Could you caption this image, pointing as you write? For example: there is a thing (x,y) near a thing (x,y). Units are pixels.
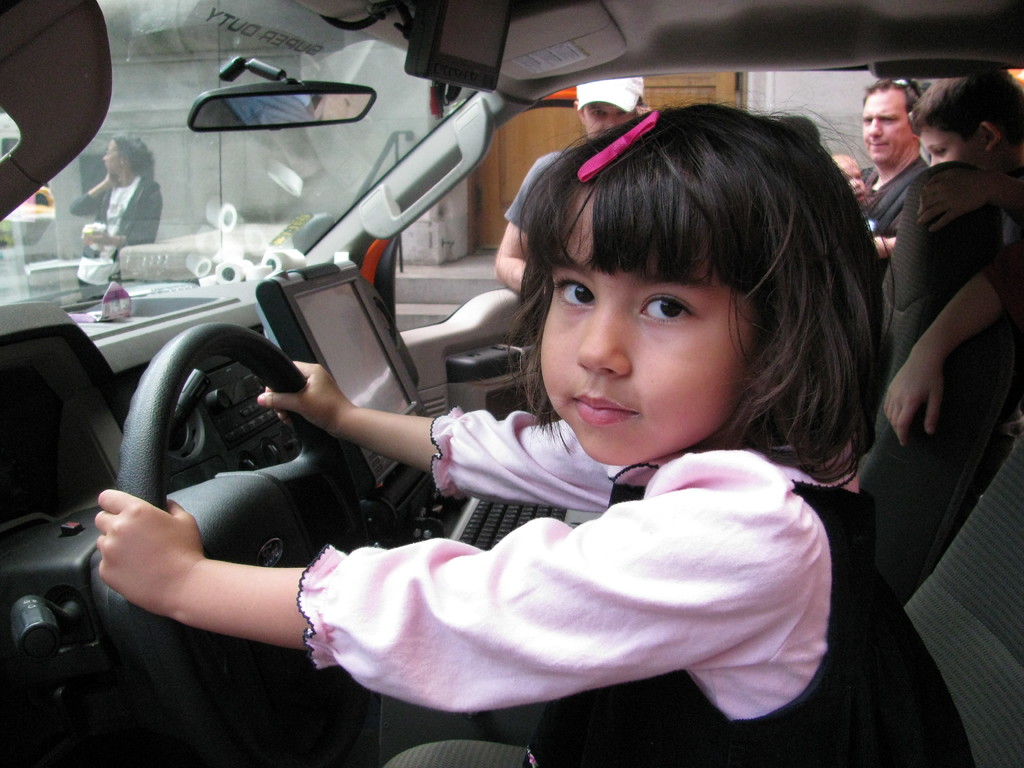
In this image we can see a child (543,620) sitting in the car (282,490) and holding steering (261,525). In the background (979,117) we can see people (641,95) standing.
